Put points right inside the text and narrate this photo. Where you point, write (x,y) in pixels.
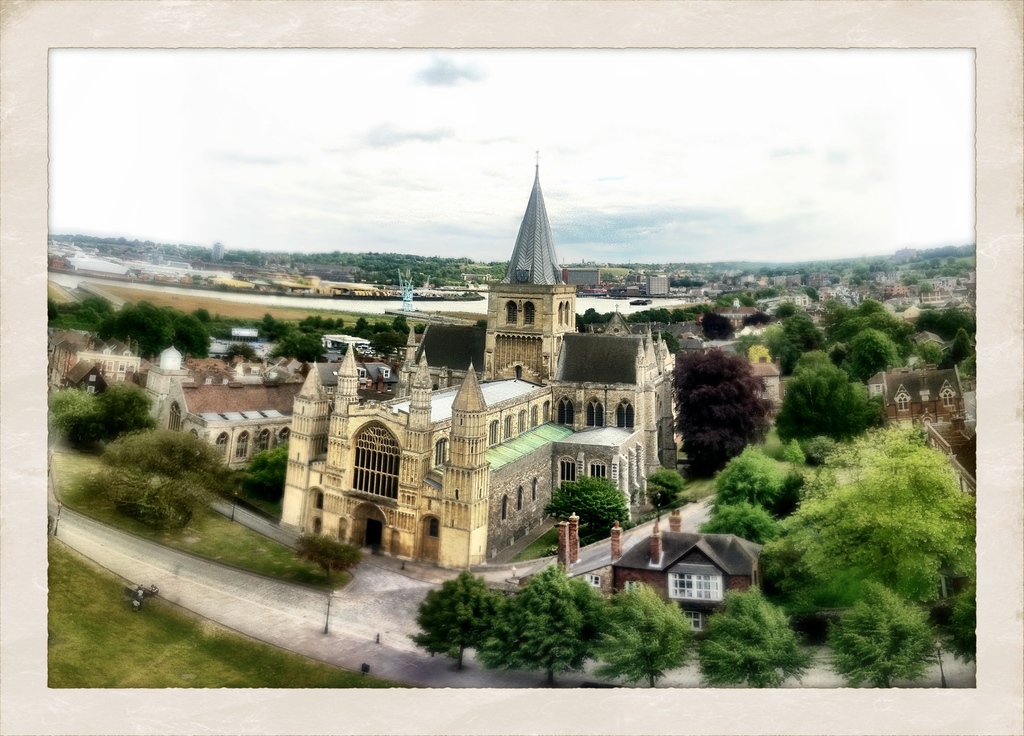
This is an aerial view of a city (635,264), we can see there are some buildings (426,364) and trees (733,373) in the middle of this image (598,358), and there is a sky (440,150) at the top of this image (475,166).
